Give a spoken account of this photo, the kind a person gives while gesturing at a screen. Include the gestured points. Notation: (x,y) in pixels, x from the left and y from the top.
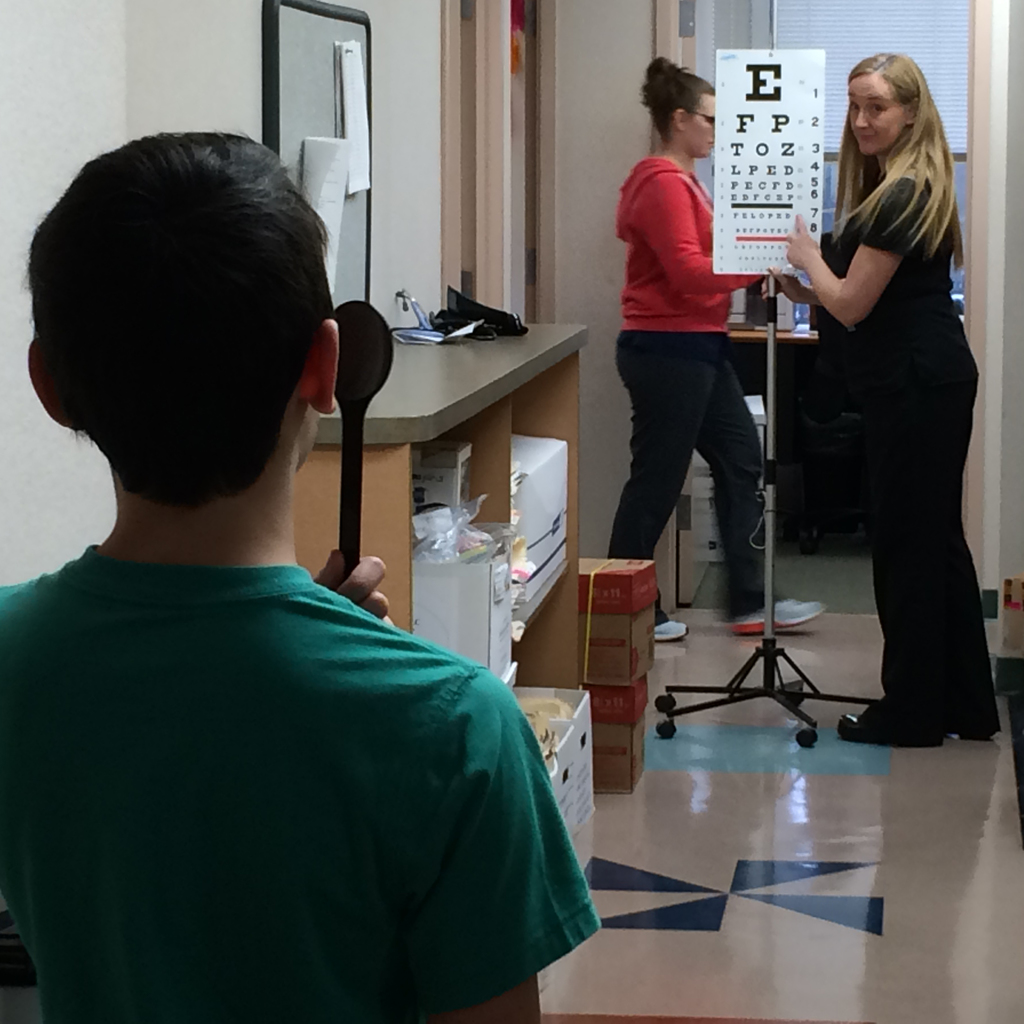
Here in this picture we can see one woman (931,369) in black dress (910,367) helping this person (365,694) for eye checkup. Behind to this we can see one woman (647,287) walking. This is a desk (547,650) with few boxes (578,718) inside it. This is a floor (869,937).
